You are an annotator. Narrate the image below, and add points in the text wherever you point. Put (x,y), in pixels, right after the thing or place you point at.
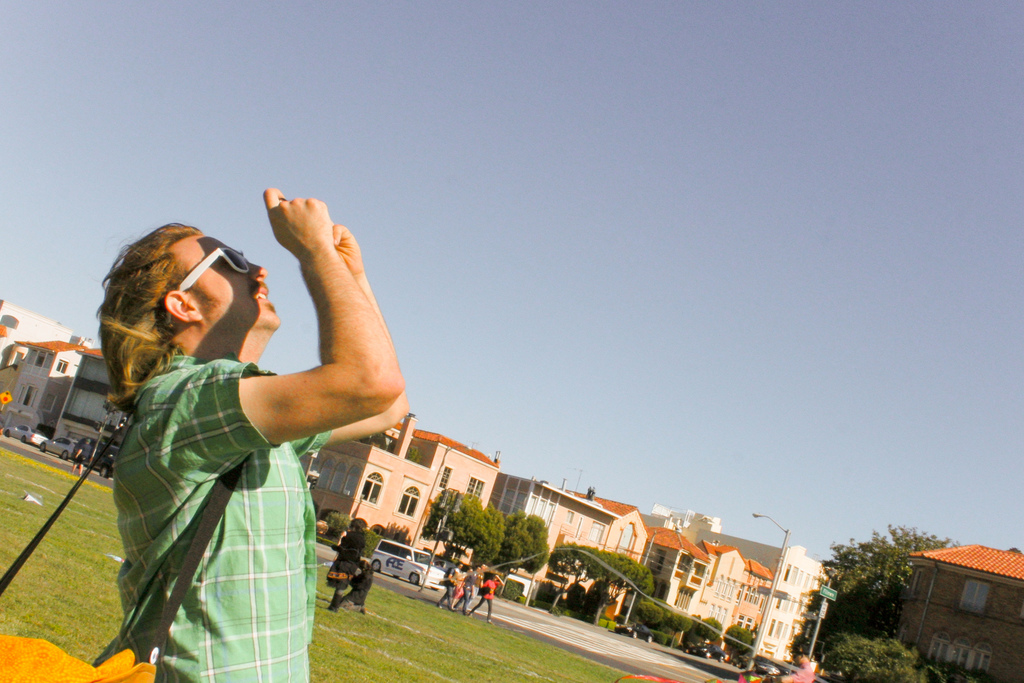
In this image we can see a man (246,270) standing. He is wearing a bag (22,673). In the background (400,500) there are buildings (401,482), trees (581,576), poles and sky (836,387). In the center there are people (465,578) and cars (387,545) on the road (520,612).
